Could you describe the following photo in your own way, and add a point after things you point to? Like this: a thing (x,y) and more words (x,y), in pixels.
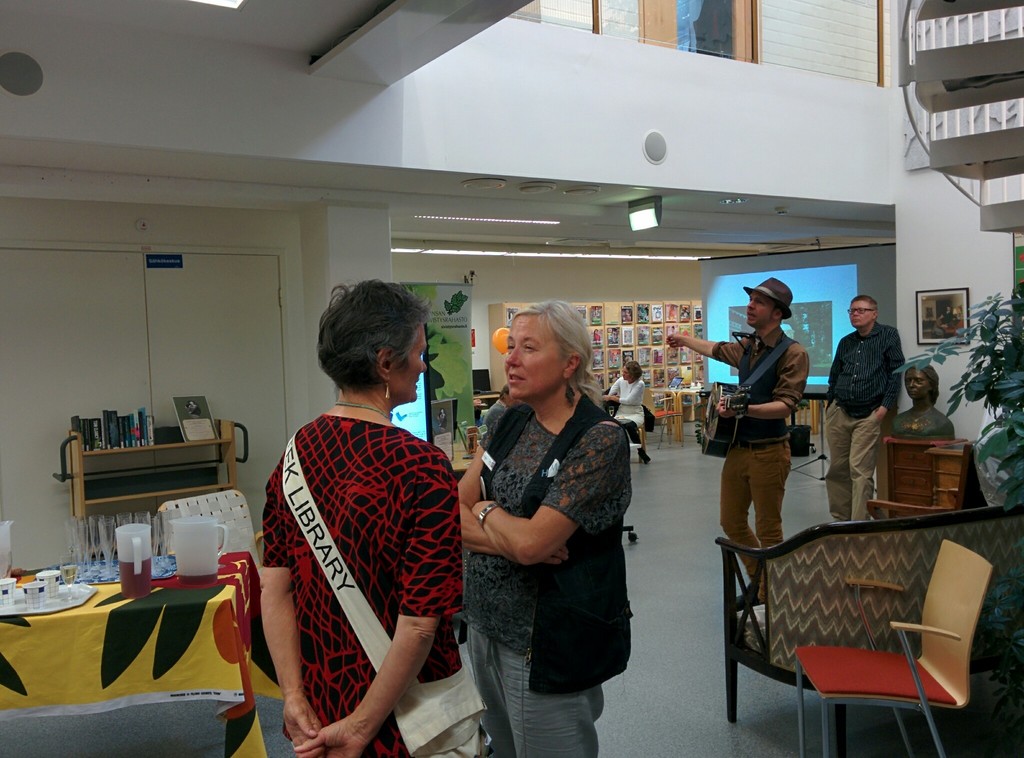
in this image i can two people (410,501) standing at the center (368,496), talking to each other. left to them is a table (163,613) on which there are two jugs (190,549), a tray (57,602) and cups (40,588). at the right (791,629) there is a chair (893,664) and a sofa (847,542). behind that there are two more people (766,382) standing. the person (760,414) at the center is playing guitar (726,440). behind them there is a woman (632,393) in white dress (633,406) sitting. behind that woman (631,367) there are many photo frames (659,317).
